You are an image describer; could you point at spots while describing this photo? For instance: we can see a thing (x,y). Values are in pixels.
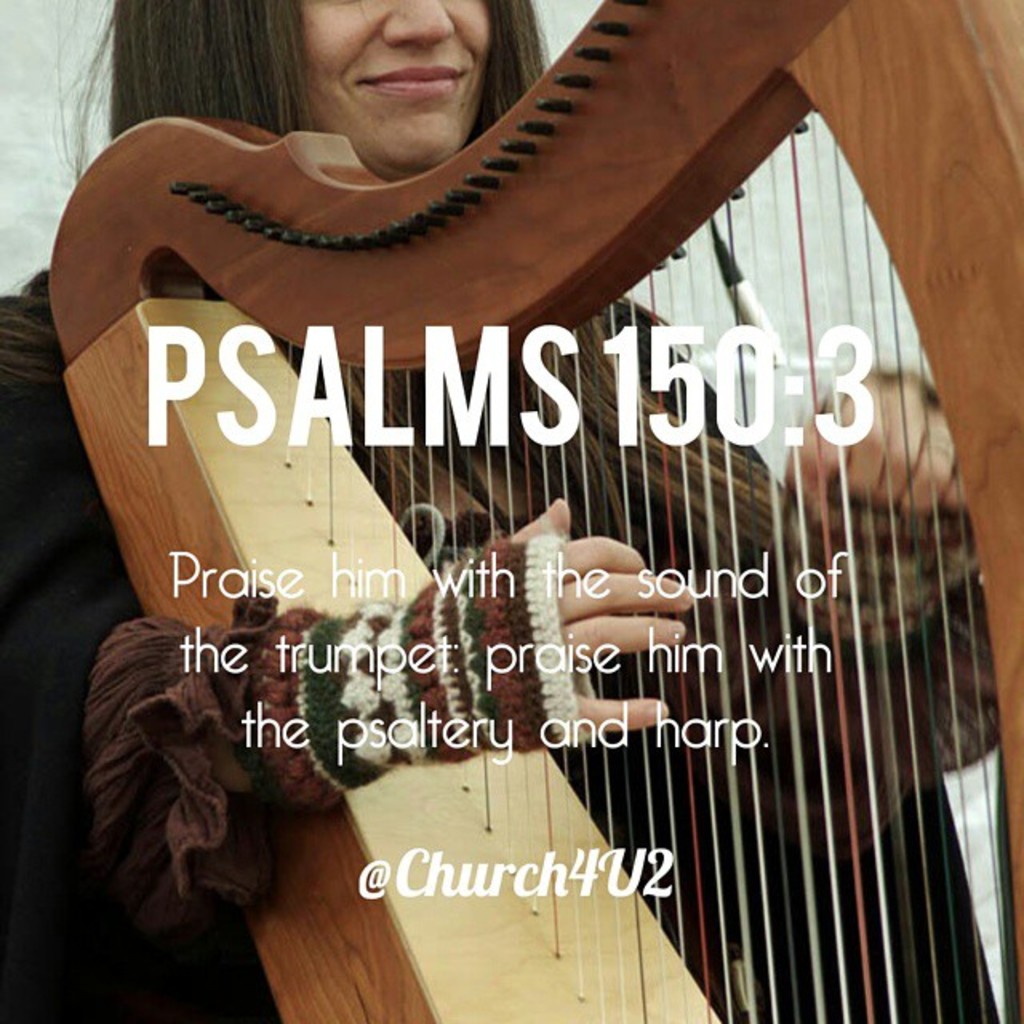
In this image I can see a woman (927,473) playing some instrument (969,356) and she has black hair (233,83) and I can see this instrument (883,79) is made of wood (955,134).
